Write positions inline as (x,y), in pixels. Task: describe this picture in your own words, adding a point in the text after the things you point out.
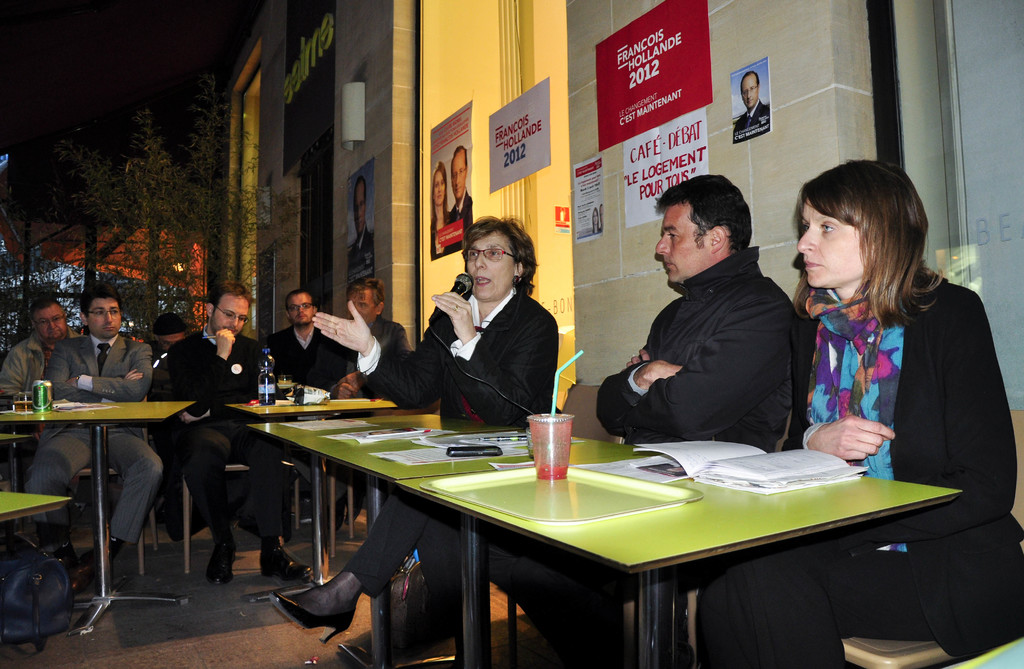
This is the picture where we can see a group of people (846,576) sitting on chairs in front of a table (680,551) and on table (596,546) we can see a tray (582,472), glass (553,442), phone (486,455) and a paper (778,466) behind them there is wall (793,102) on which some posters (664,105) are been posted in red, white color and there is a bag (58,580) on the floor (79,621).
